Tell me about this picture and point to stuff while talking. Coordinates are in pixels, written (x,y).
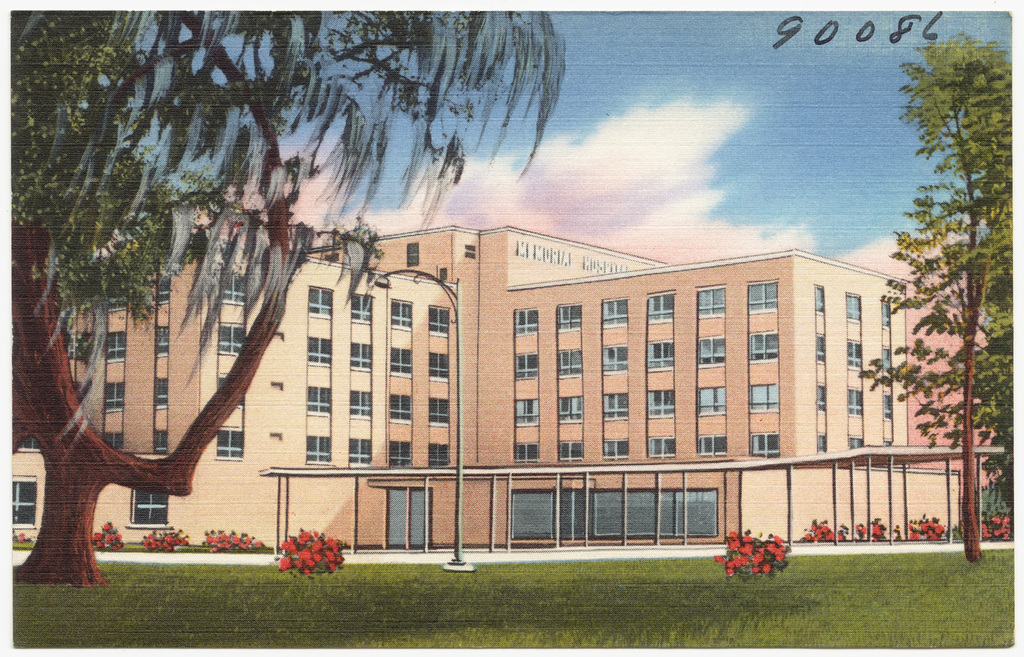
In this image there is a painting (365,401) of the building (543,394), tree (134,253), grass (565,581), flowers (773,557), sky (862,121), cloud (654,182).
